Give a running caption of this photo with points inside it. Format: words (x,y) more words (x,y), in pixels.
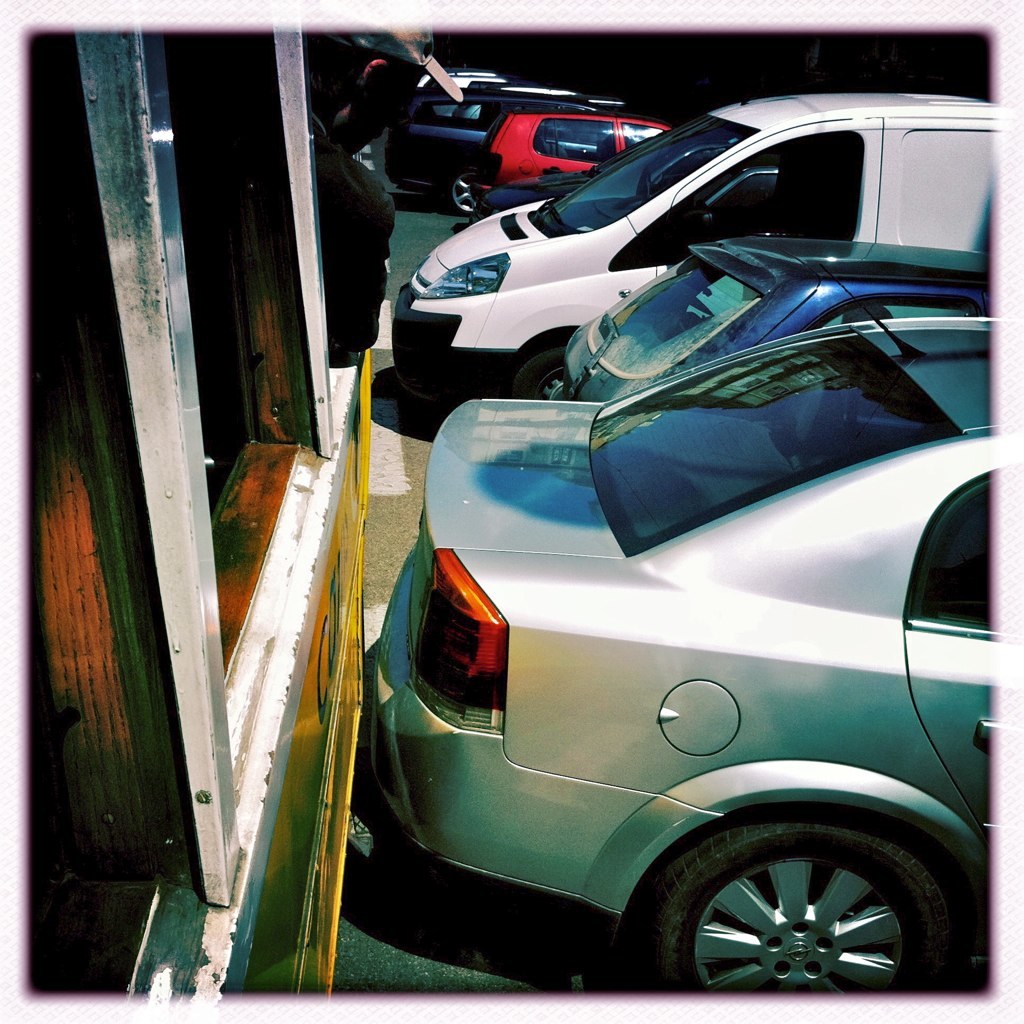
In this picture we can see few vehicles (509,508) on the road (415,247), at the top of the image (346,317) we can see a person (374,126) and the person (374,126) wore a cap (416,44).
